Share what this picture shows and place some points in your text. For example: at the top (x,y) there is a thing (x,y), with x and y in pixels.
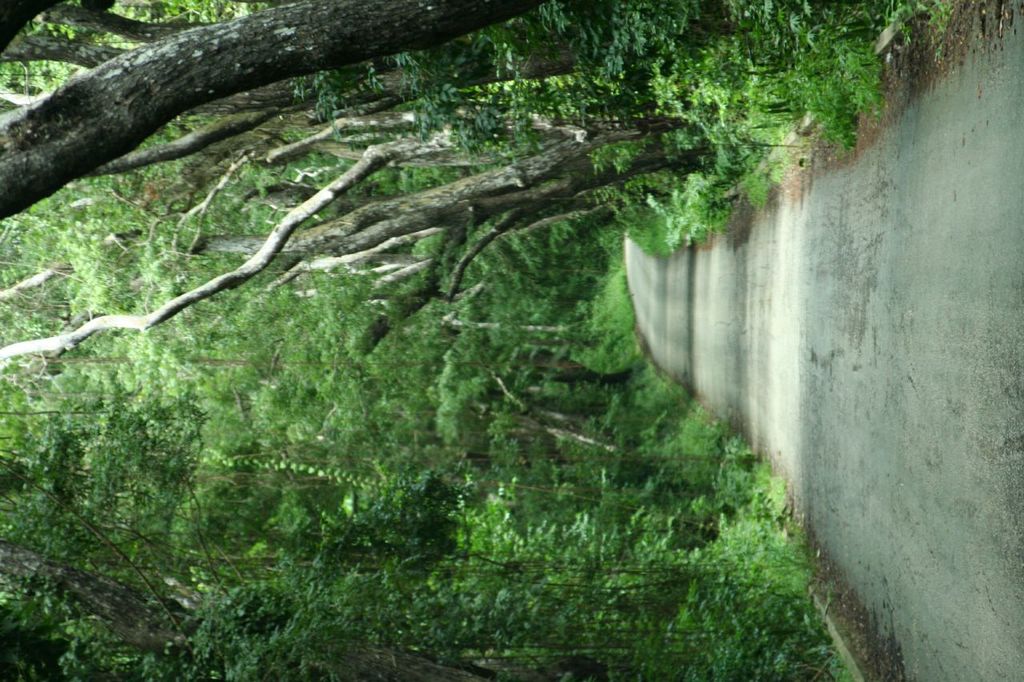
There is a road (775,310) and there are trees (547,178) on either sides of it.
